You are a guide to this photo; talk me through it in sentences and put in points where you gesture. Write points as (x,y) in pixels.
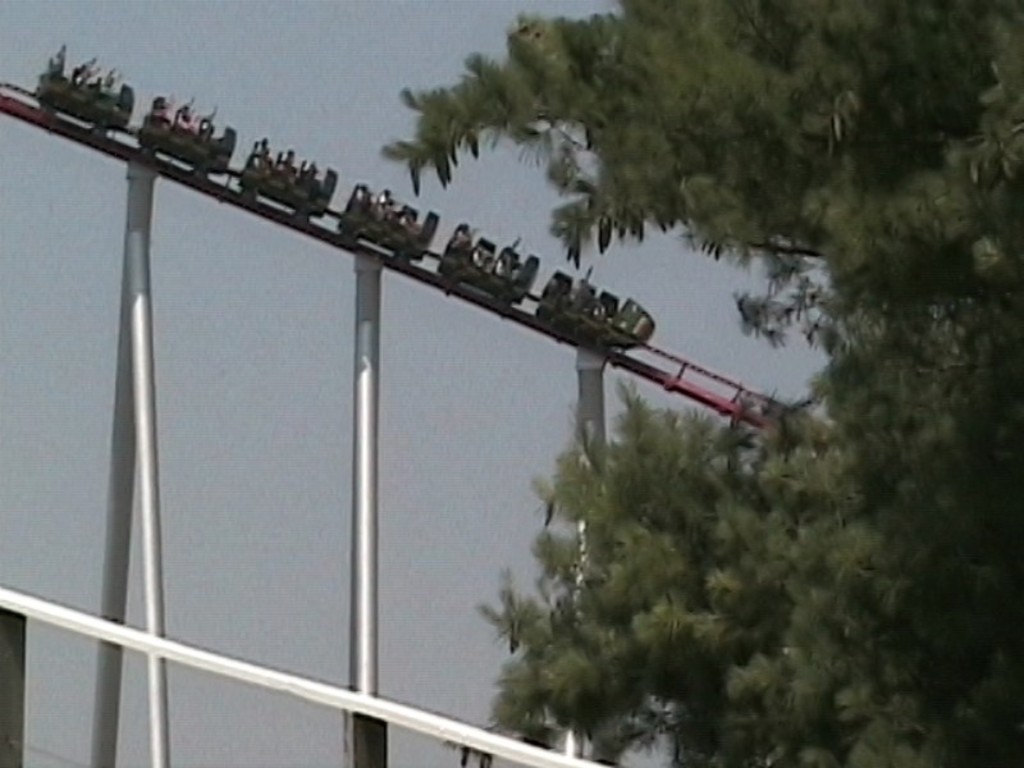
In this image I can see a tree (779,107) which is green in color, few huge metal poles (355,555) and a roller coaster (233,192). I can see few persons (275,166) in the roller coaster (330,190). In the background (251,89) I can see the sky (383,398).
